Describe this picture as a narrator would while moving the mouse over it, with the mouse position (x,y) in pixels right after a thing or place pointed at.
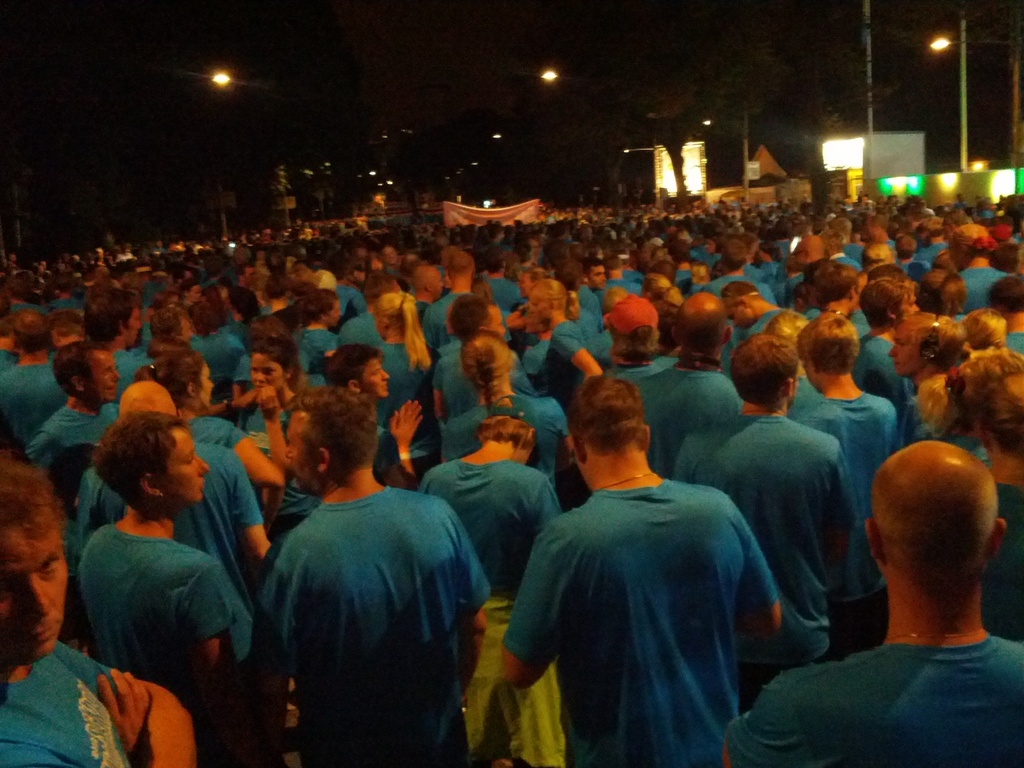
There are groups of people (496,475) standing. They wore blue T-shirts (186,533). This looks like a pole (967,139). In the background (483,217), that looks like a banner (469,215) hanging. I can see the trees (687,99). These are the lights (666,166).
